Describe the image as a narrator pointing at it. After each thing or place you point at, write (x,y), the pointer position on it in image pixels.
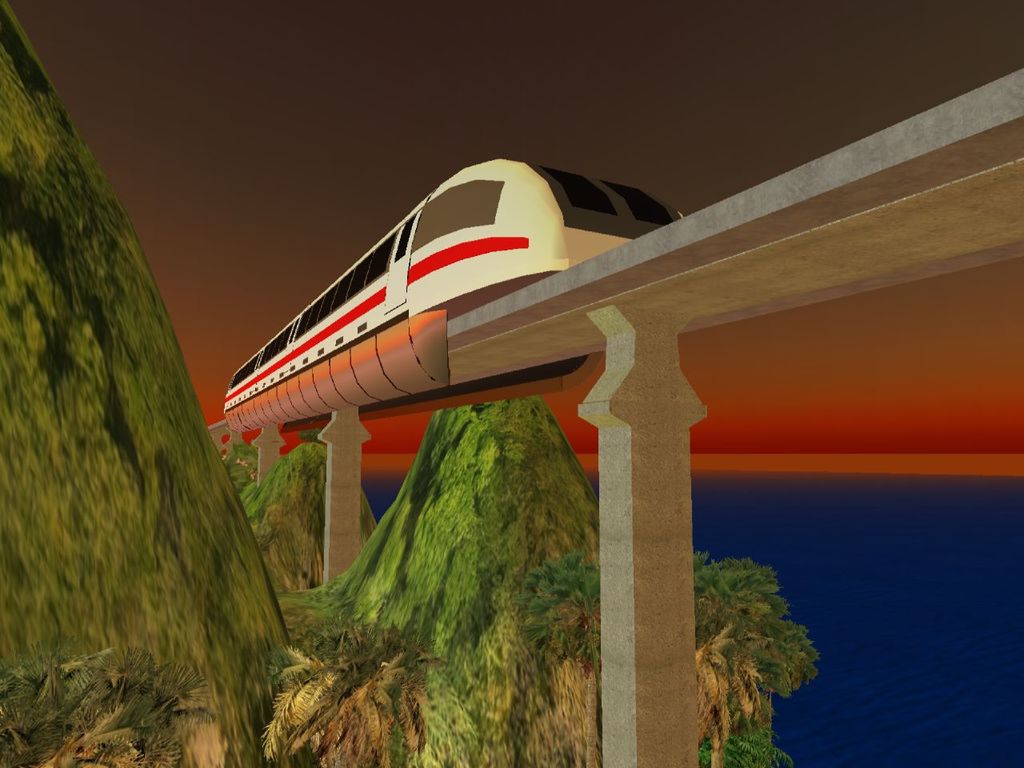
Here this picture looks like an animated image and in that we can see a train (371,331) running on the railway track bridge (512,321) present over there and we can see rock stones (462,594) present all over there and we can see water (860,613) also present over there.
